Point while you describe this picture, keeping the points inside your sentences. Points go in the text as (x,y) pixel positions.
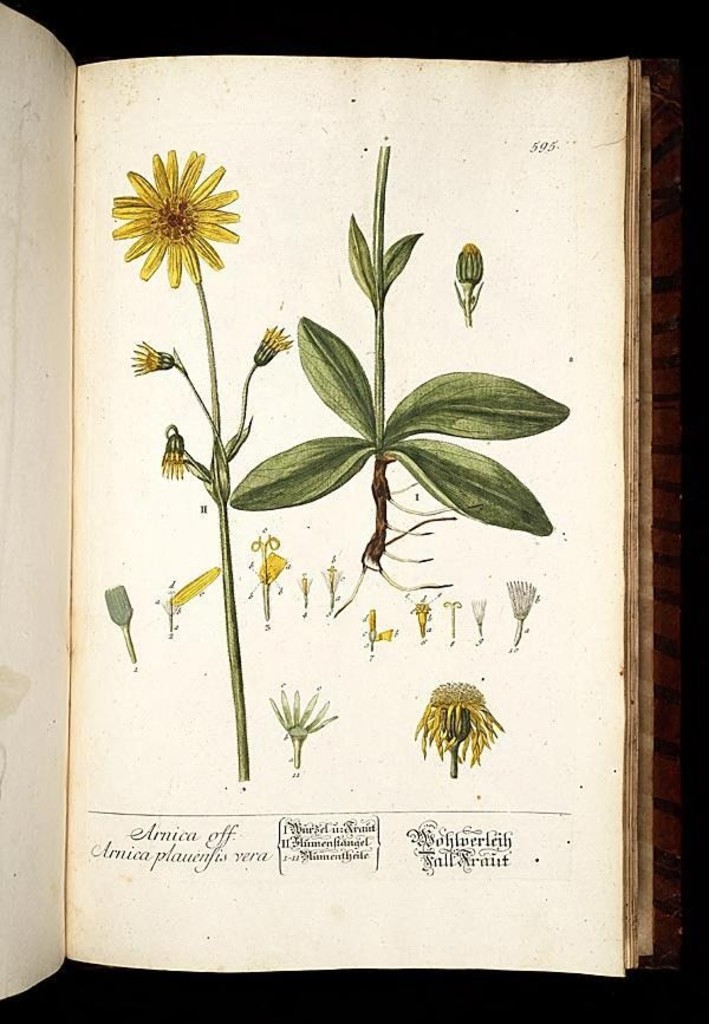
In this picture we can see an open book (475,234). There are flowers (170,204), leaves (493,513) and stems (212,347) visible on this book (448,848). We can see the dark view in the background (176,2).
